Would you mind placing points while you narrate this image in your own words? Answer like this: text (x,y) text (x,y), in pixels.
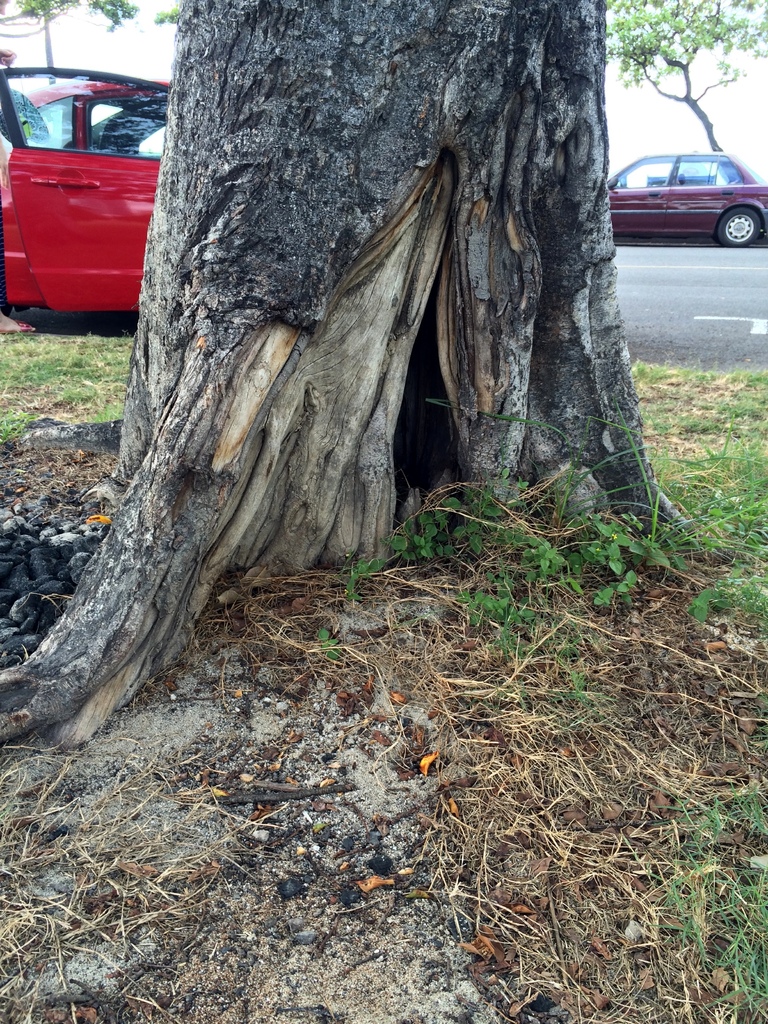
In this picture we can see few plants (585,507), trees (551,264) and cars (137,112), in the top left hand corner (14,54) we can see a person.
